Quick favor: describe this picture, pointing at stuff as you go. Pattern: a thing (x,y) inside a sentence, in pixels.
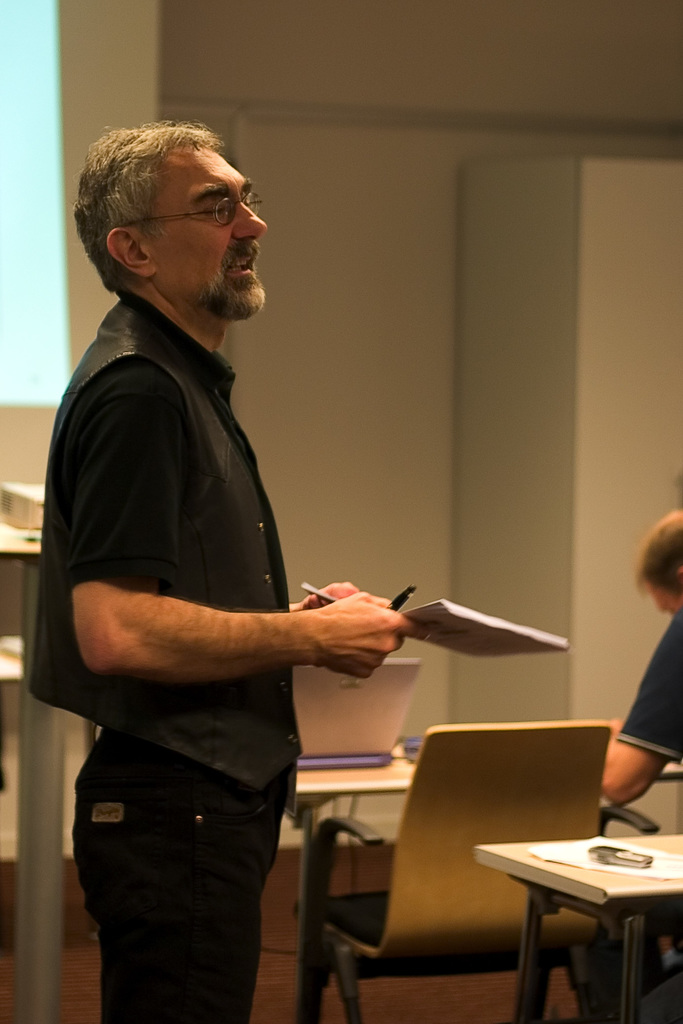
In the left (195,148), a person (239,264) is standing and holding papers (480,626) in his hand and talking. In the right bottom (671,693), a person (672,655) half visible. Next to that a table (478,849) is there on which paper (575,856) is kept and chair (394,911) is there. The background wall (524,400) is light cream in color. In the left top (49,29), a screen (53,94) is there which is blue in color. This image is taken inside a room (521,585).
